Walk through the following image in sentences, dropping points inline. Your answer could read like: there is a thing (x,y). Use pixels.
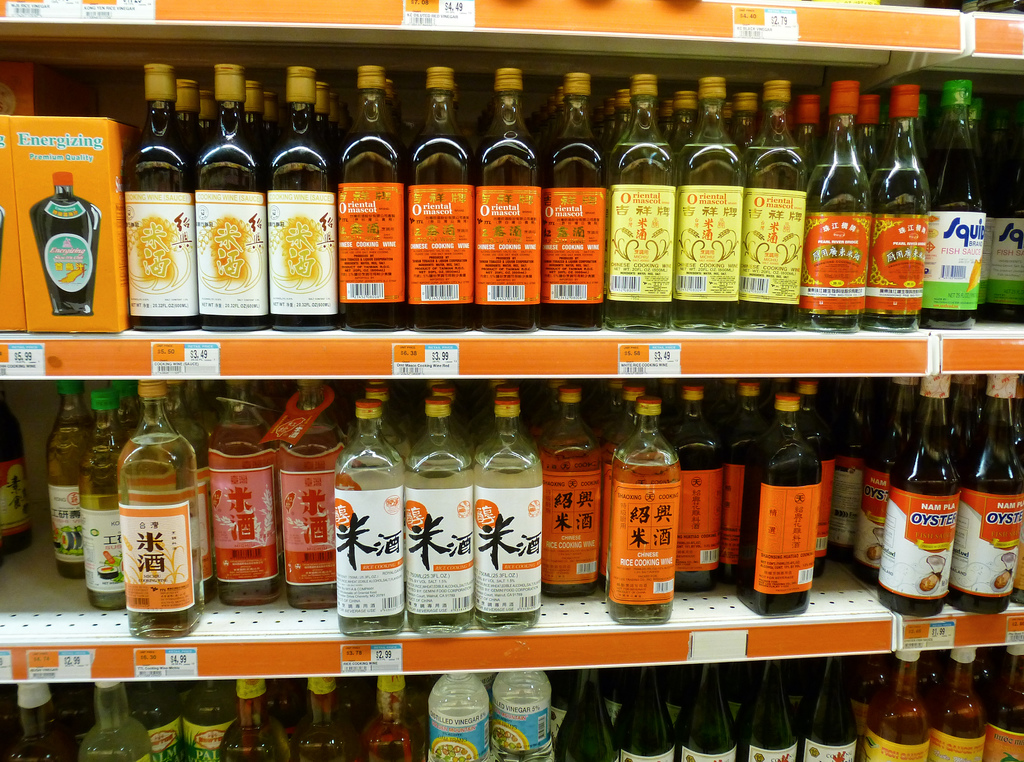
Here we can see bottles (640,308) in the rack (983,341) which are labelled with different colors like orange, yellow, white, green and blue. And there is a box (39,192).
